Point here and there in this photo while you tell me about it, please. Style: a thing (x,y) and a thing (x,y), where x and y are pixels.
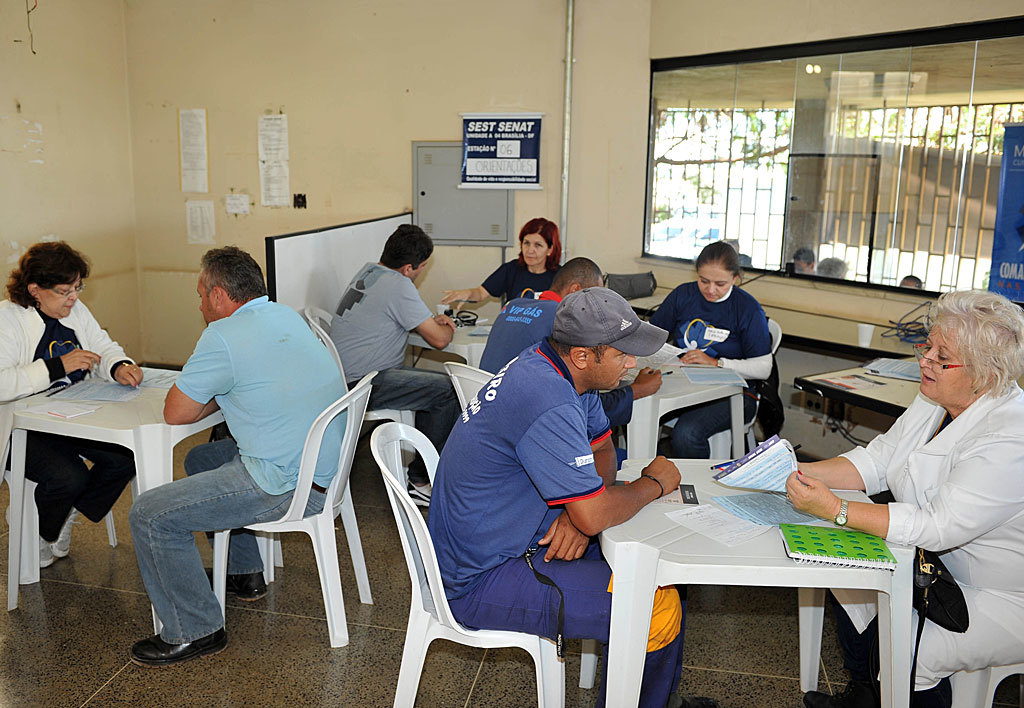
In this image we can see a group of people (415,332) are sitting on the chair (341,462), and in front (765,526) here is the table (718,550) and books (741,488) and papers (750,479) on it, and here is the window (864,122), and here is the wall (266,100).
